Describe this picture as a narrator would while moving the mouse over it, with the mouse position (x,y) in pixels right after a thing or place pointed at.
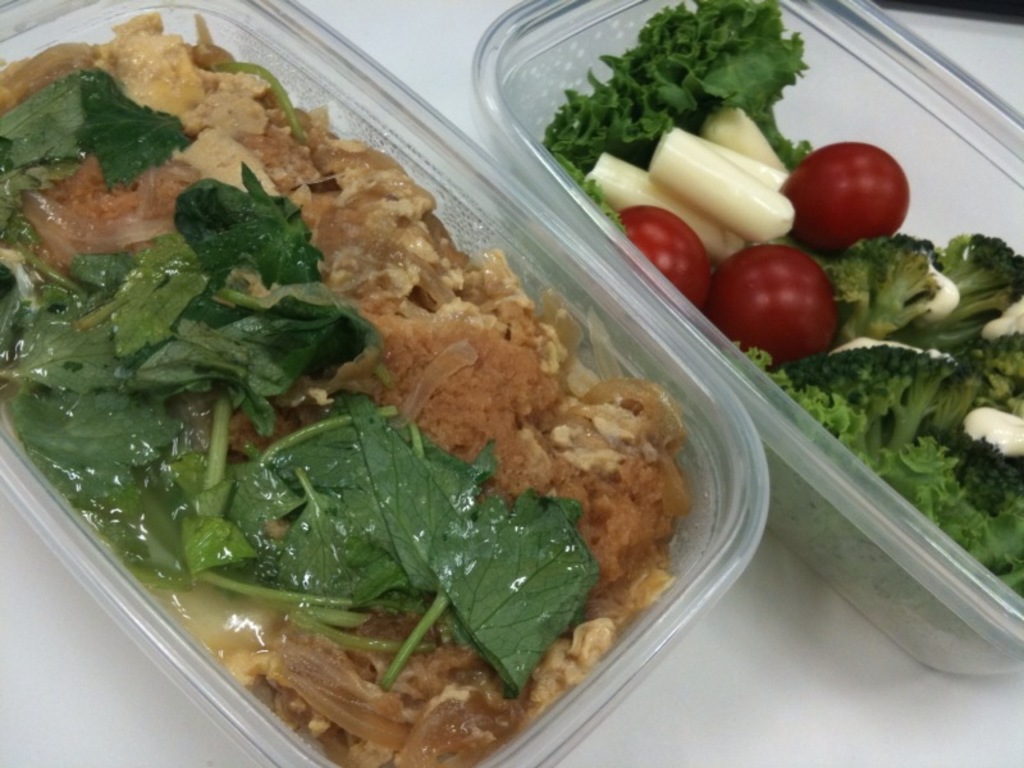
As we can see in the image there is a table (789,710). On table (50,766) there are boxes (691,318). In boxes (494,97) there are vegetables (311,305).
